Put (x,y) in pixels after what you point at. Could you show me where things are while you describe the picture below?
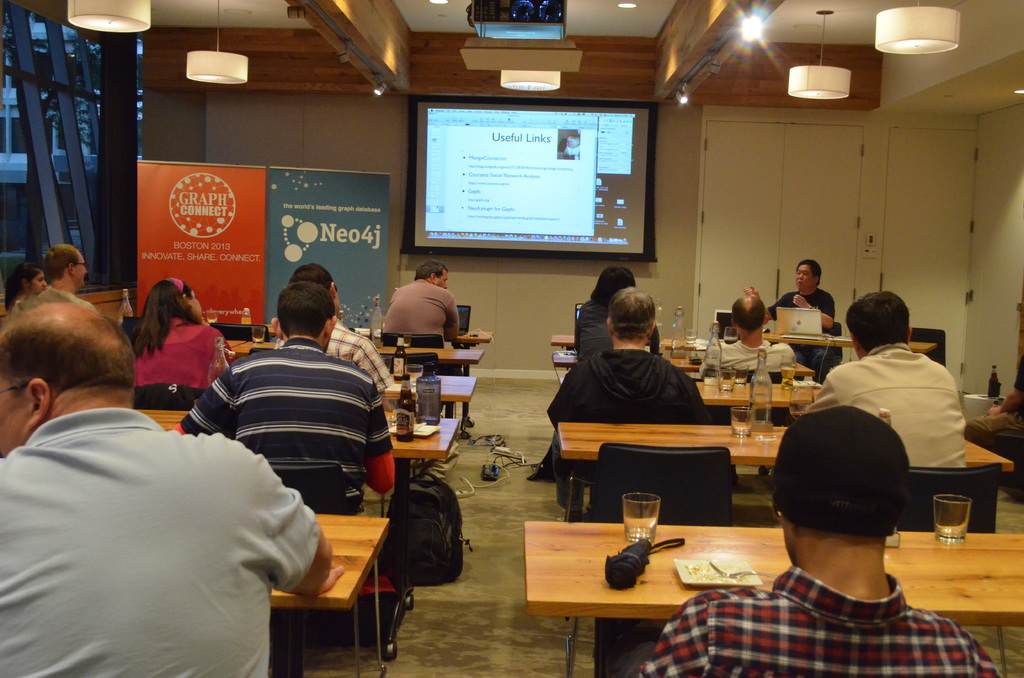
The picture is taken inside a closed room (756,487) in which number of people (790,630) sitting on the chairs (646,491) and in front of them there are tables (589,557) with water glasses (648,517) and bottles (430,415) and in front of them there is one big screen (545,121) attached to the wall (674,224) and at the right corner (777,313) one person (809,284) is sitting with laptop (793,326) and at the left corner (324,183) there are two boards (215,178) with some text (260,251) written on it, at the roof (574,15) there are lights (798,71) and projector (484,27) are present.
